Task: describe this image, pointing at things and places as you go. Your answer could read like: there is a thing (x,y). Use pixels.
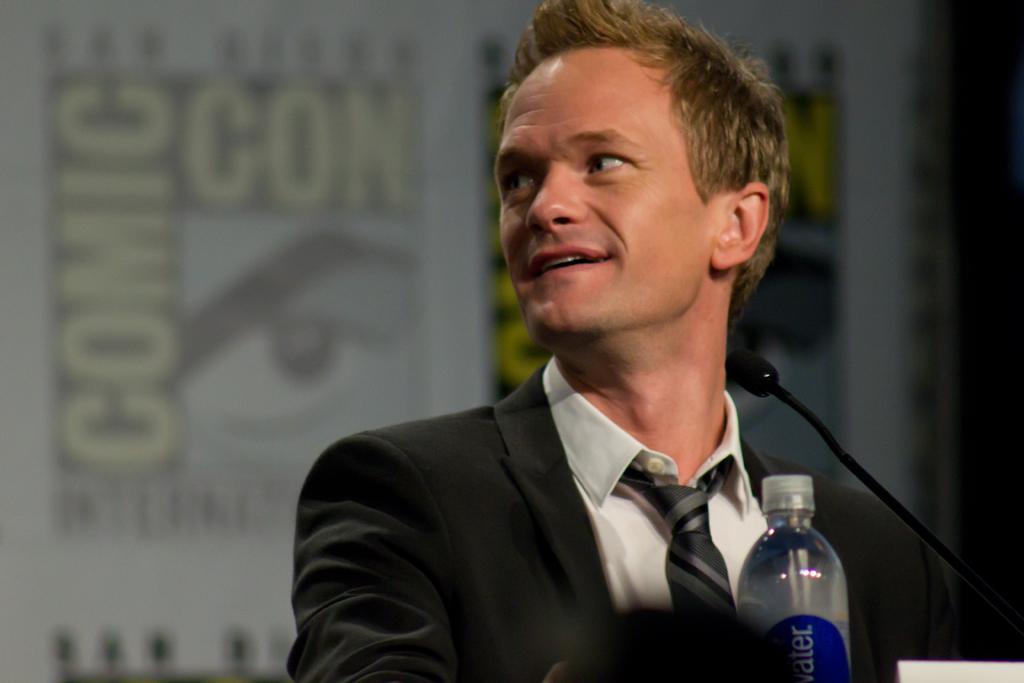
This picture shows a man (529,250) standing with a smile on his face (579,262) and we see a microphone (1013,620) in front of him and a water bottle (772,510).
